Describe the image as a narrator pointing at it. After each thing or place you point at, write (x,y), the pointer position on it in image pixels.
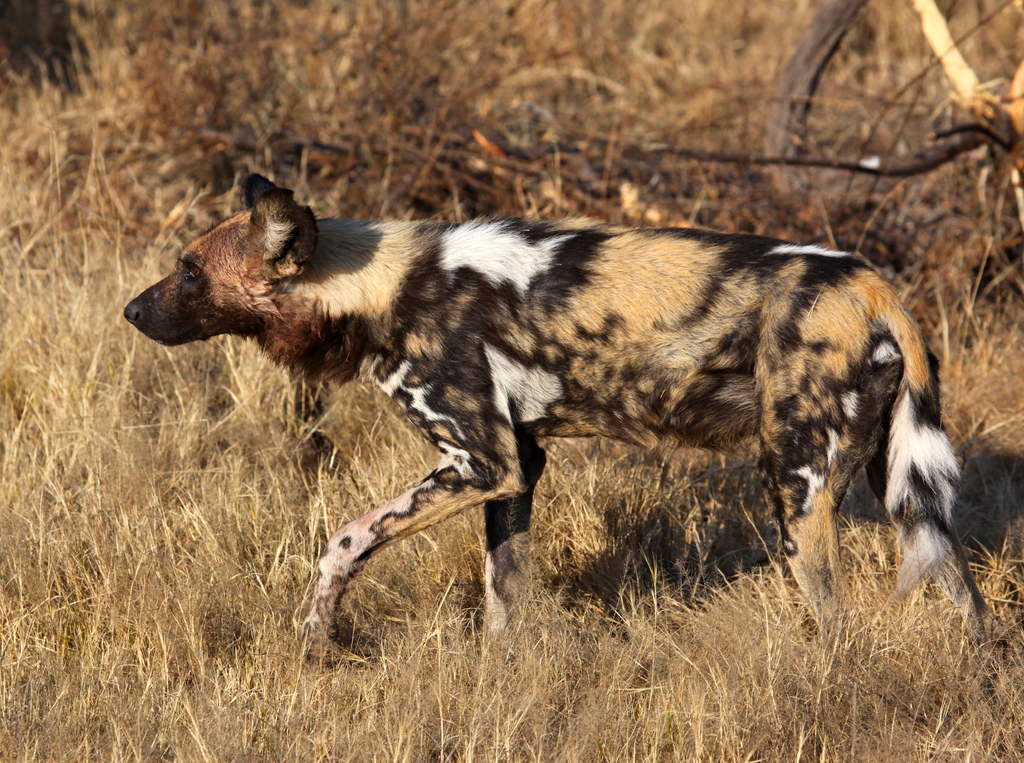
In this image, I can see a wild dog (406,521) walking. This is the dried grass (618,616). In the background (428,174), I can see the branches (965,129).
